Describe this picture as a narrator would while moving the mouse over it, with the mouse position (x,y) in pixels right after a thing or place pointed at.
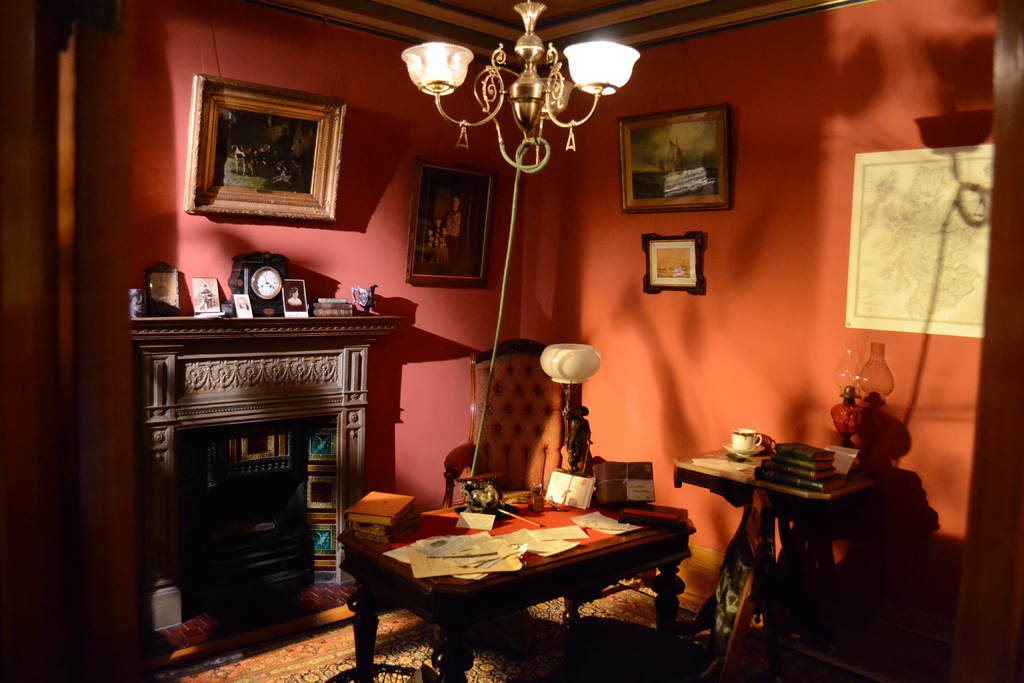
This is a picture consists of a inside view of a room (63,633), in the room (64,633) I can see a table (433,533), on the table (393,576) I can see papers (583,516) and I can see the wall (670,214) and photo frames (188,169) attached to the wall (798,100) and I can see a lamp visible at the top (464,148) and I can see a table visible in front of the wall (733,426), on the table (741,472) I can see a cup (752,431), glass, lamp (842,433), on the left side (202,371) I can see a stand (202,371) and on the stand (177,337) I can see clock (270,286) and photo frames (287,292).
